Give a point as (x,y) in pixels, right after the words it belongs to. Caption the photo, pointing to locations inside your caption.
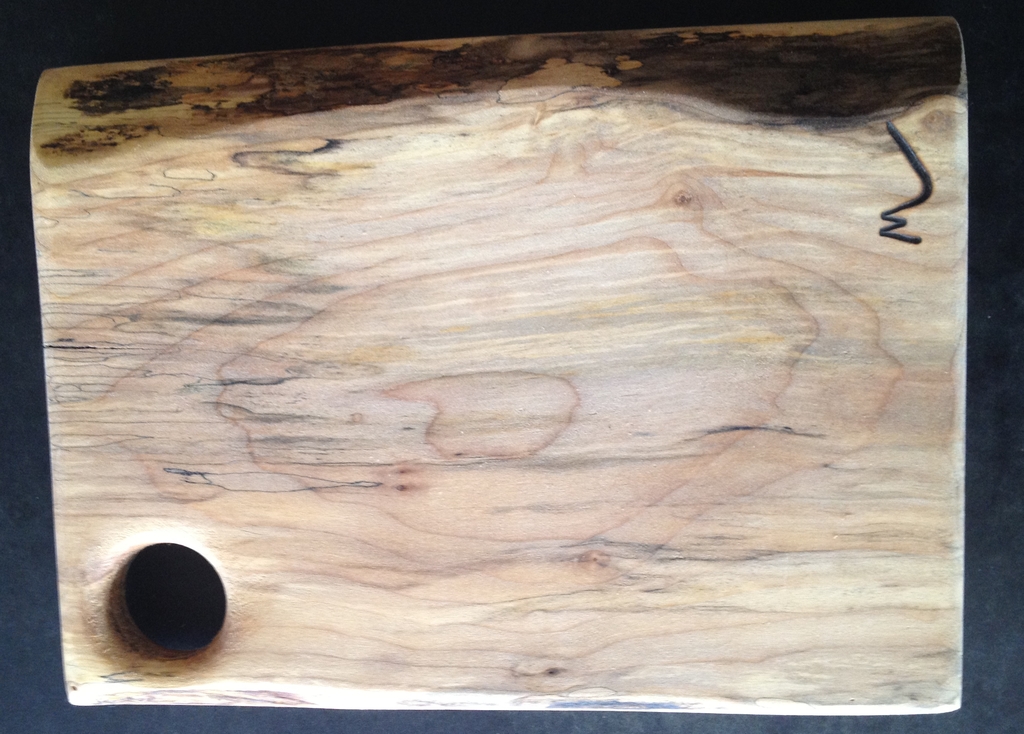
This image consists of wooden piece (638,487) kept on the floor (990,545).
